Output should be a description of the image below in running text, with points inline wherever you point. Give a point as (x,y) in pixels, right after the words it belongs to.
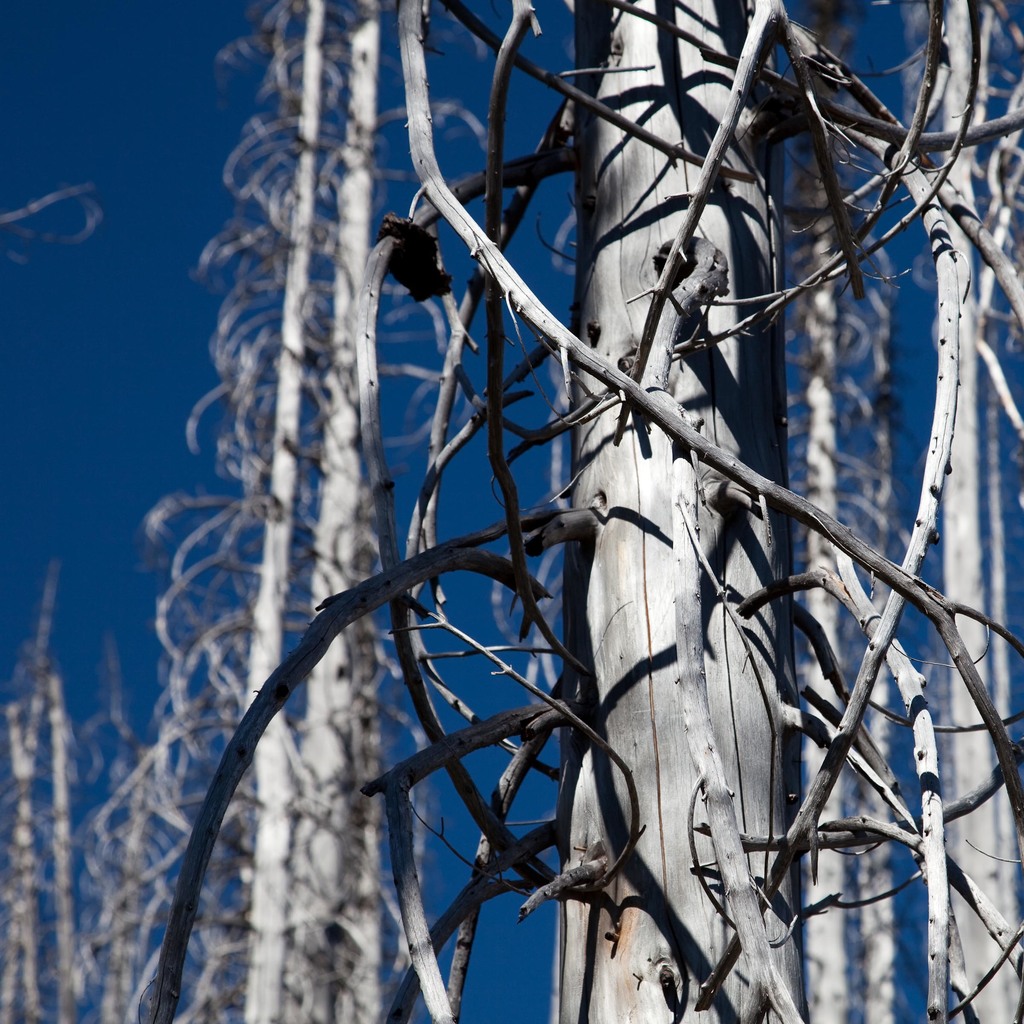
In this image, we can see a tree (754,209) and some dried branches (552,119) of a tree (950,353), at the top (564,294) there is a blue color sky (149,104).
